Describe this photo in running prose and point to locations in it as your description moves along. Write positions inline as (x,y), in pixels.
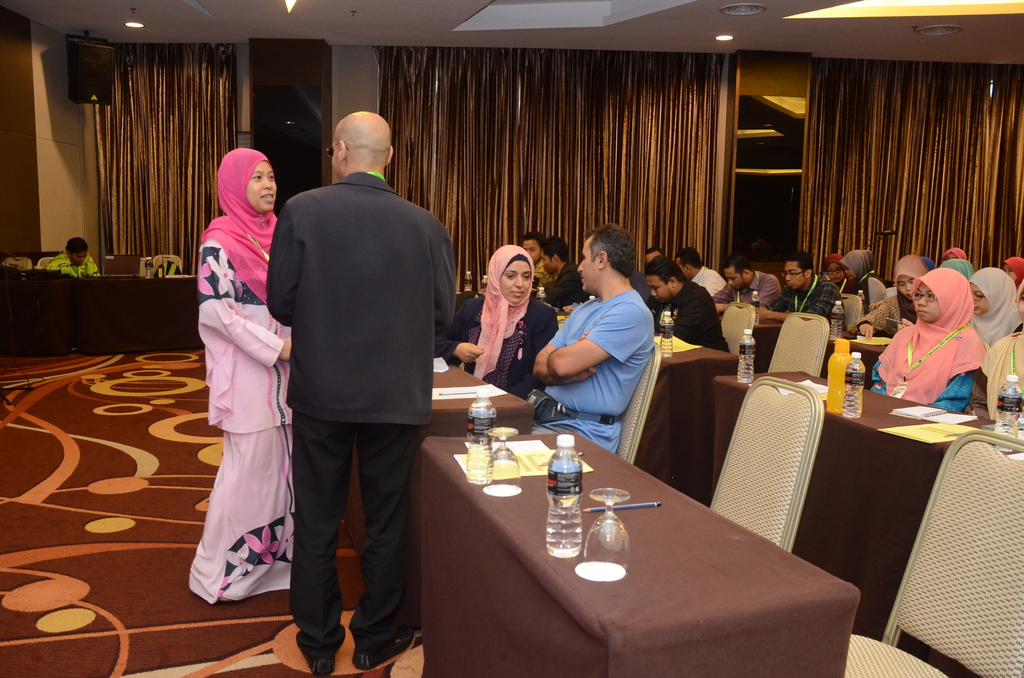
Here we can see a few people (468,368) who are sitting on a chair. Here we can see a two people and they are having a conversation. This is a glass window (756,151) which is bounded with a curtain (924,140).
